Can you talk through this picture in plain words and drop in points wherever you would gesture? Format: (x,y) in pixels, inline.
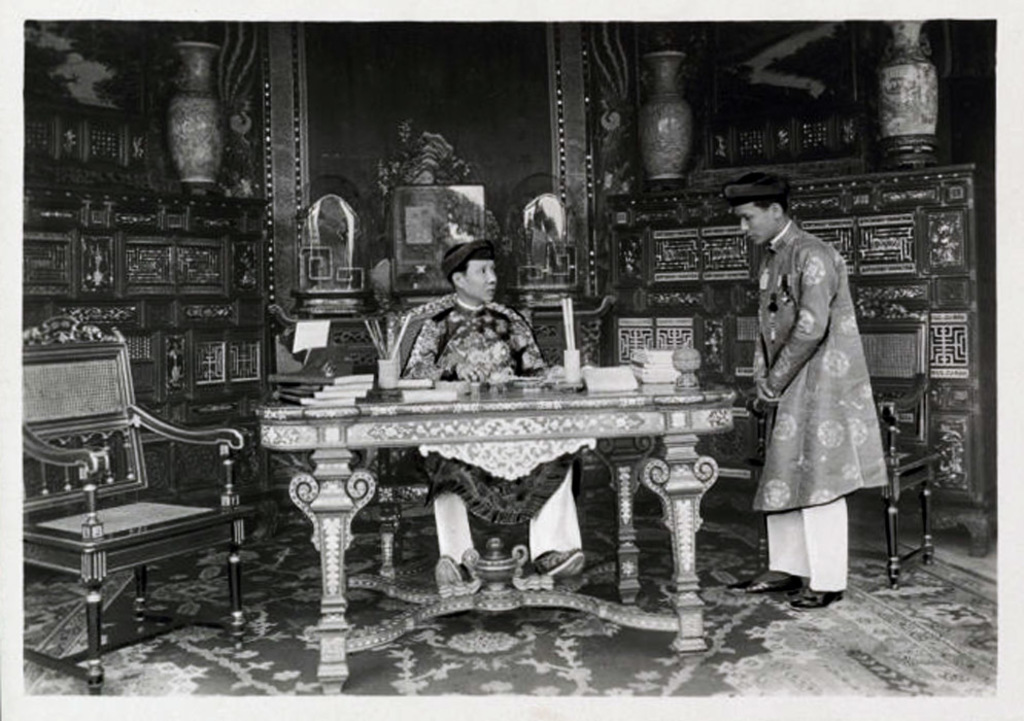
There is one man (792,435) standing on the right side of this image (836,433) and other man (490,330) sitting on the chair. We can see books (369,389) and other objects (381,384) are kept on a table (412,423) which is in the middle of this image (355,410). There is a chair (137,489) on the left side of this image (105,488) and is on the right side of this image (895,441) as well. We can see mirrors (428,221) and a wall (596,183) in the background (580,143).
